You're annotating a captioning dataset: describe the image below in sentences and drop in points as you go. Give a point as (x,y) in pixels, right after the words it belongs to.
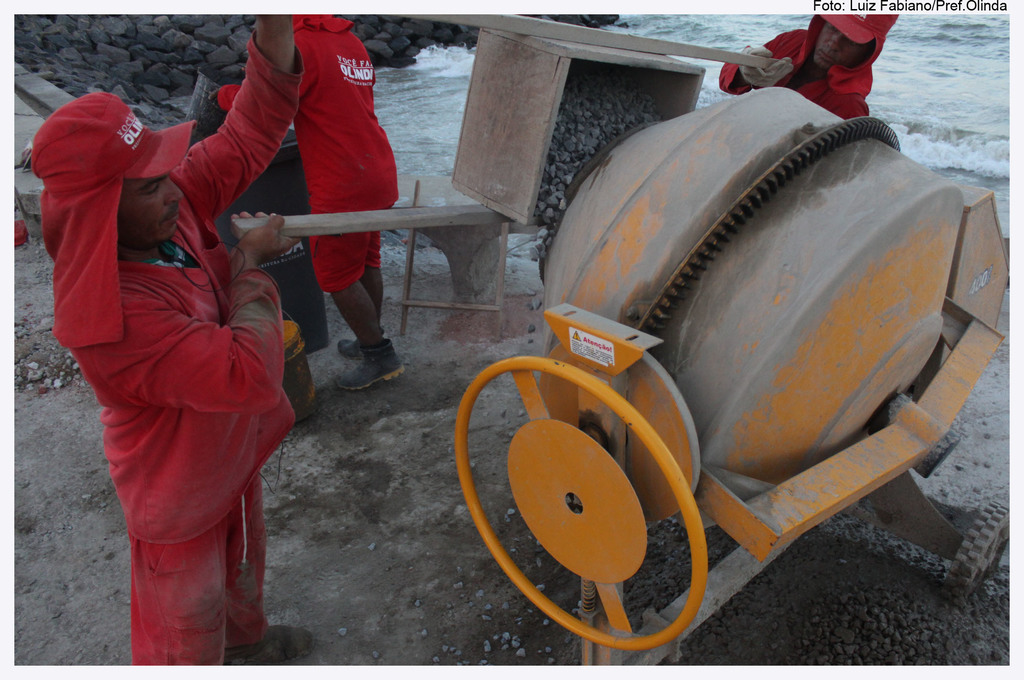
In this picture there are two persons (150,313) wearing red dress (863,106) are standing and holding an object (539,105) which has few stones (611,117) in it and there is a machine (722,232) in front of them and there is a person (343,107), few rocks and water (431,76) in the background (433,89).
